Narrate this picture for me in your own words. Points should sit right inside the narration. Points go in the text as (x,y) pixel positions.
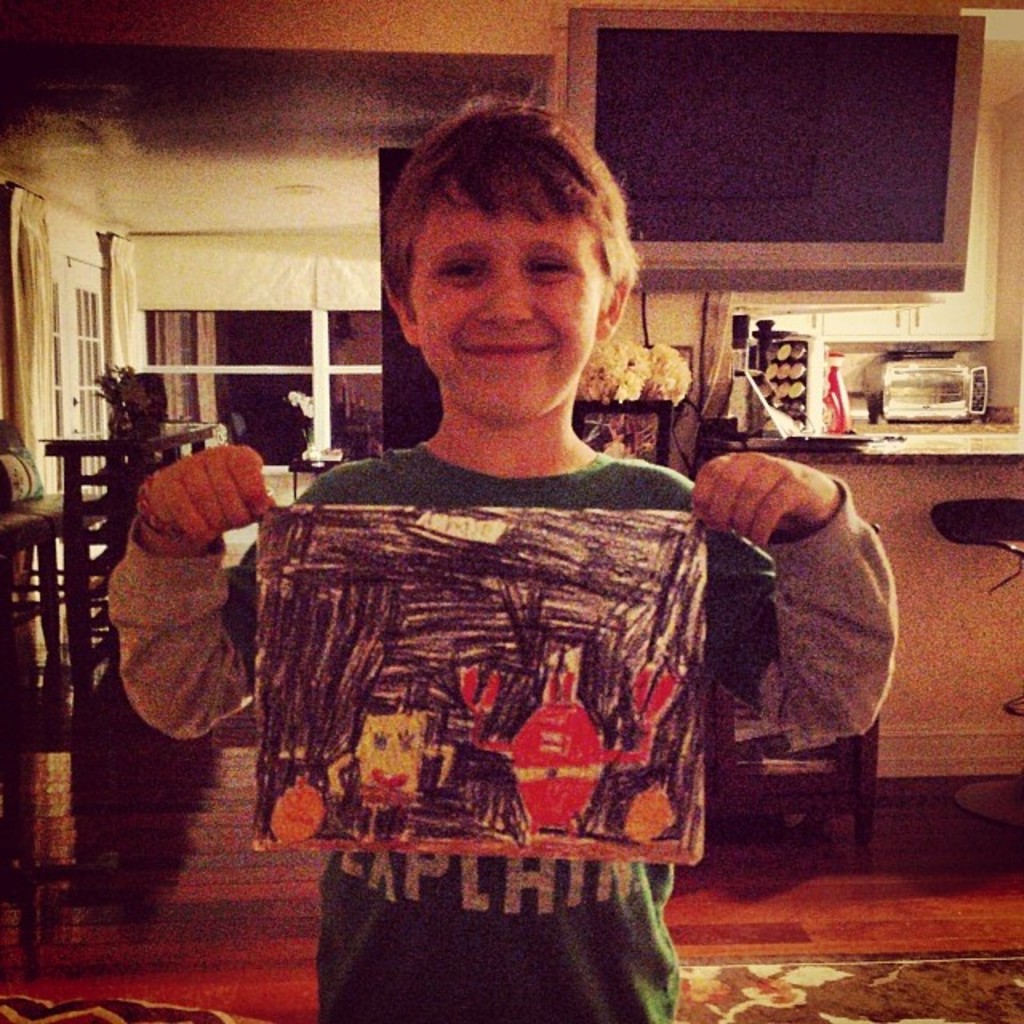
This picture is clicked inside the room (713,822). The boy (546,353) in green T-shirt (449,874) is holding a paper (480,733) containing painting (498,822) in his hands (821,479). He is smiling. Behind him, we see a television (731,223) and a table (893,486) on which things (884,398) are placed. Beside that, we see a flower vase (586,398). On the left side (154,464), we see a table (81,445) on which flower vase (131,430) is placed. In the background (228,336), we see windows (255,361) and curtains (107,348). In the left top of the picture (187,169), we see the ceiling (183,153) of the room (166,129).
